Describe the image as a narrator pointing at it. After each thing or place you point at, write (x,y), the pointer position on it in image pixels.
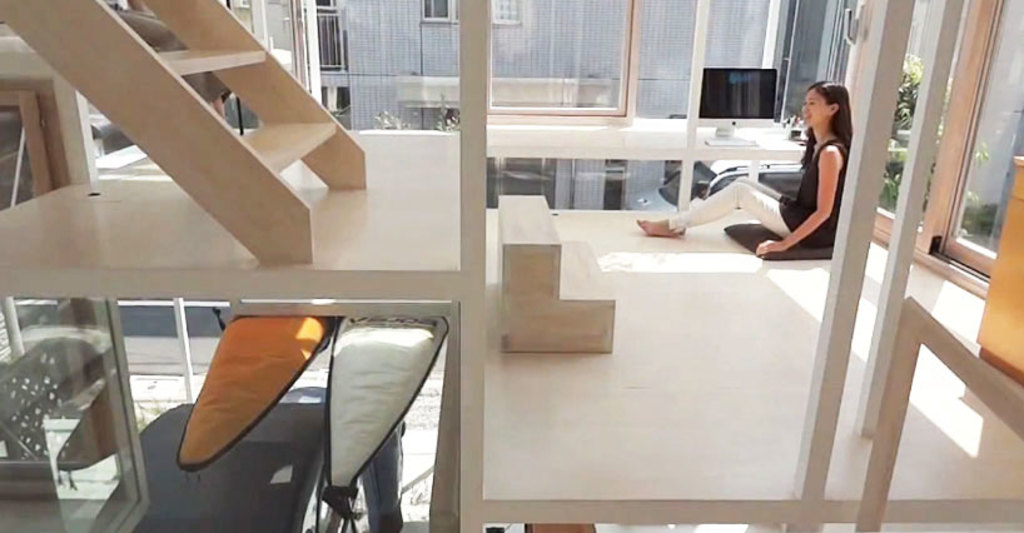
In this image on the right side (810,187) there is one woman (818,205) who is sitting in front of her there is one television (740,97). On the left side (180,107) there are some stairs (190,64) and in the bottom (229,427) there are some objects (224,432), and on the floor (675,331) there is one box (525,265) and on the background (527,56) there is a glass window (577,62) and some buildings (428,60) are there.
